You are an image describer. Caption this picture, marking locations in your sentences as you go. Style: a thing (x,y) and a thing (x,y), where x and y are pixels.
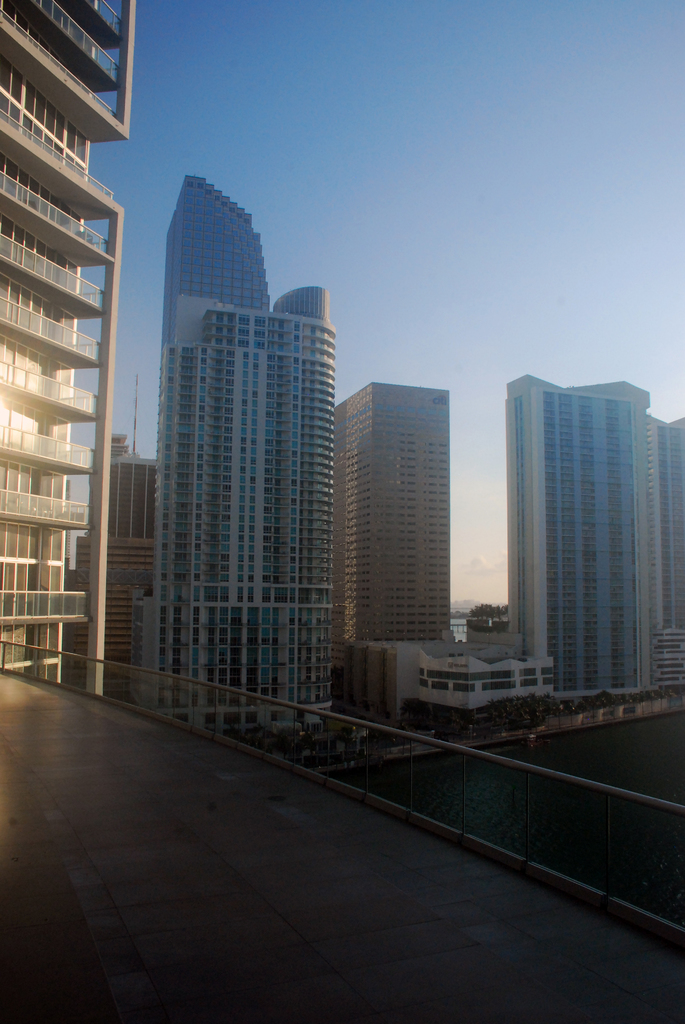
There is a surface (255,801) with railings (286,736). On the right side (682,726) there is water (682,726). In the back (230,615) there are many buildings (159,486). In the background (376,163) there is sky (397,140).
